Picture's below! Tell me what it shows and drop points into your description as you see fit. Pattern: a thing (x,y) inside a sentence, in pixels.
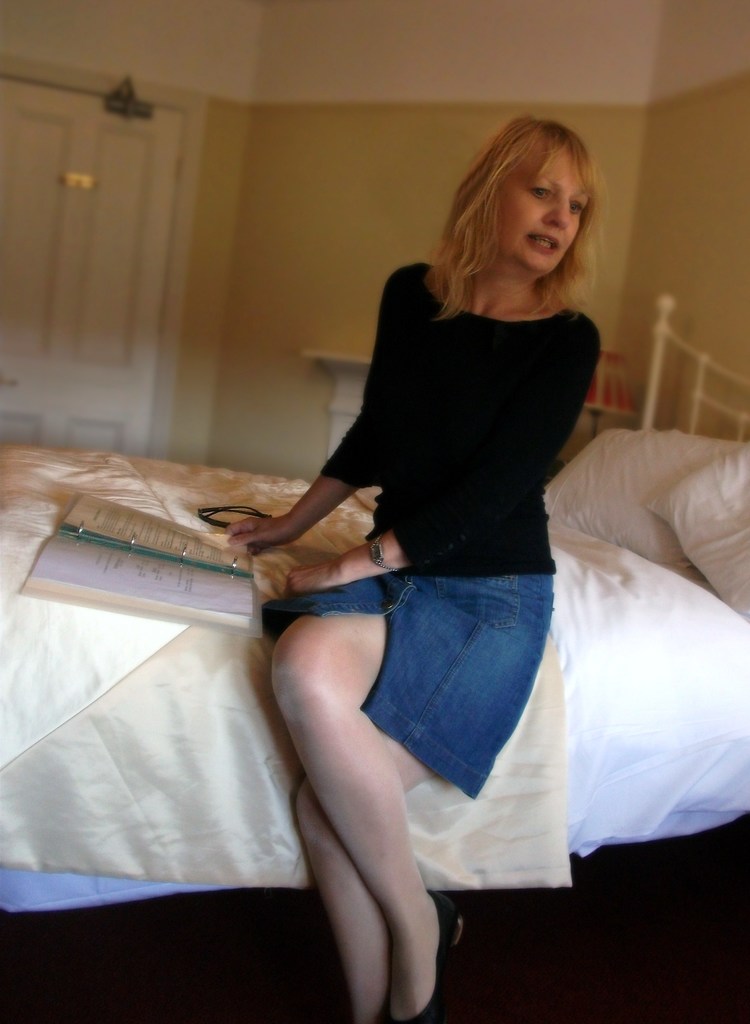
In this picture I can see a woman (423,686) sitting on the bed (260,553) and holding book (151,565), side there are some pillows (703,519), behind I can see a door (145,283) to the wall (333,258).
